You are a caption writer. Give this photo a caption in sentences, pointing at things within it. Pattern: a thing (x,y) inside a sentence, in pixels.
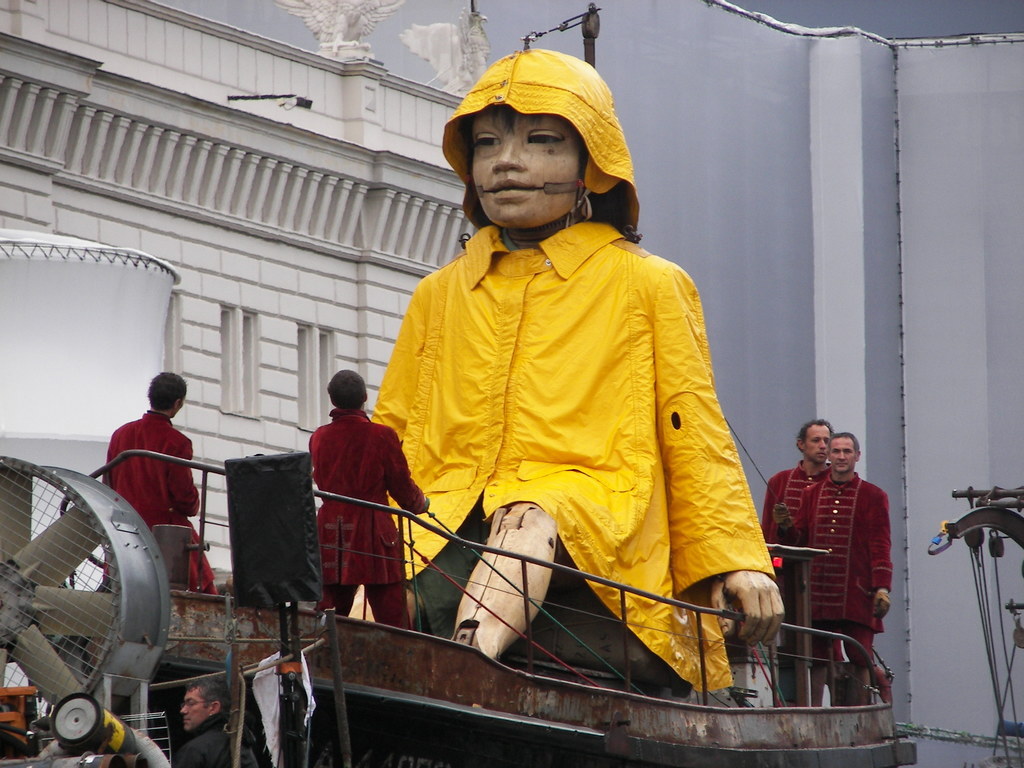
There are persons (831,553) standing as we can see at the bottom of this image (810,512). There is a depiction (552,356) of a person (470,359) in the middle of this image (448,318) and there is a wall (346,216) in the background (705,219).
